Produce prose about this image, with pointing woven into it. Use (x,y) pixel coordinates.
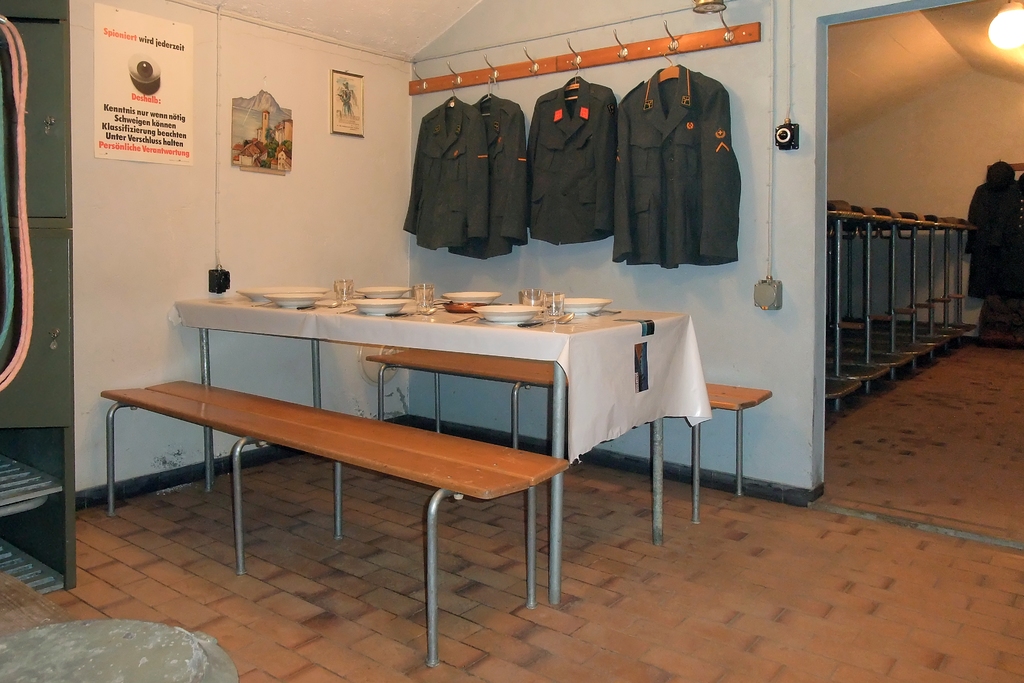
In this image I can see a bench (395,458) and the table (507,333). On the table (543,337) there are plates (504,310), glasses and sheet (612,386) is covered to that. To the side there are four dress (595,168) to the hanger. And These are in green color. To the left (243,133) there are some boards (121,151) and frames (353,127) to the wall (326,72) and also a cupboard (51,254). In the back (897,216) there are rods (907,288) and the dresses (978,256). And I can see a light (1007,39) on the top (1000,22).
